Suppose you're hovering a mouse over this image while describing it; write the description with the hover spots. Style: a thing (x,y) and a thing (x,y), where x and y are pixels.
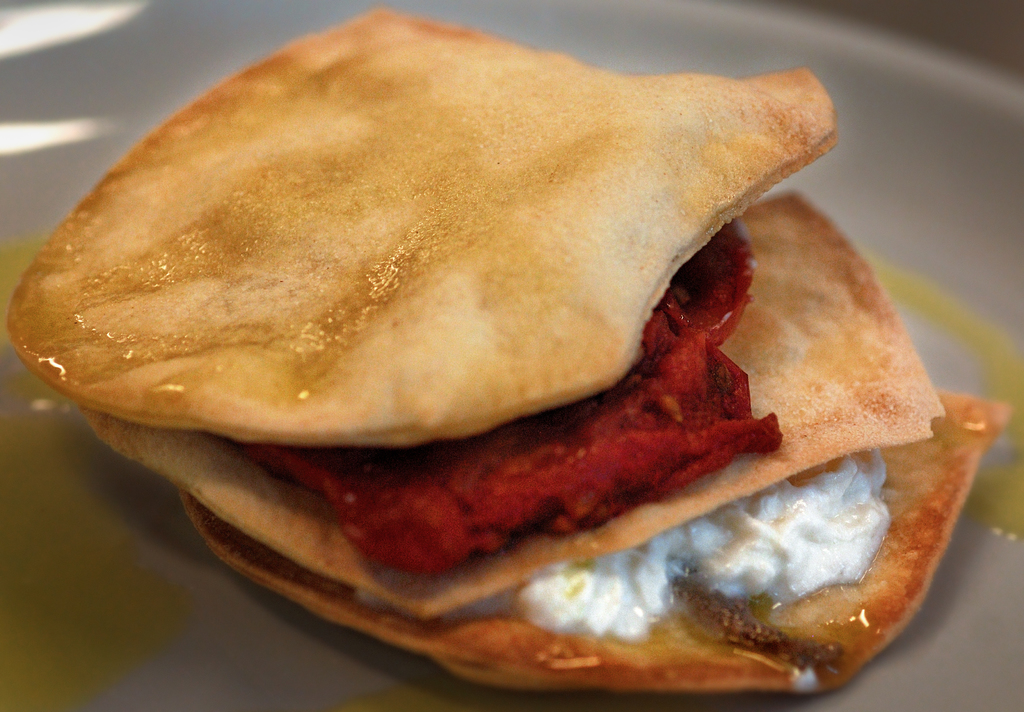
In the picture I can see the fast food item (591,657) on the plate (578,709).
